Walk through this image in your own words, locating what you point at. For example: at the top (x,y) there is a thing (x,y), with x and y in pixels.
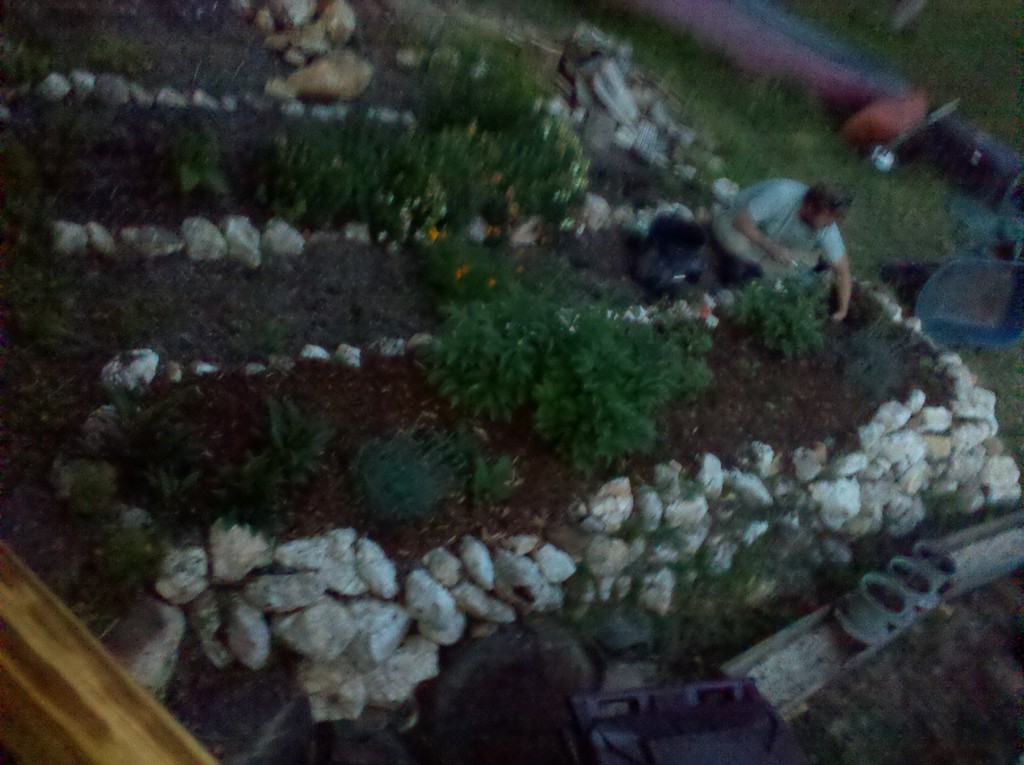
In this image, we can see a person (824,220) wearing clothes (799,244). There are some plants (482,271) in between rocks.
